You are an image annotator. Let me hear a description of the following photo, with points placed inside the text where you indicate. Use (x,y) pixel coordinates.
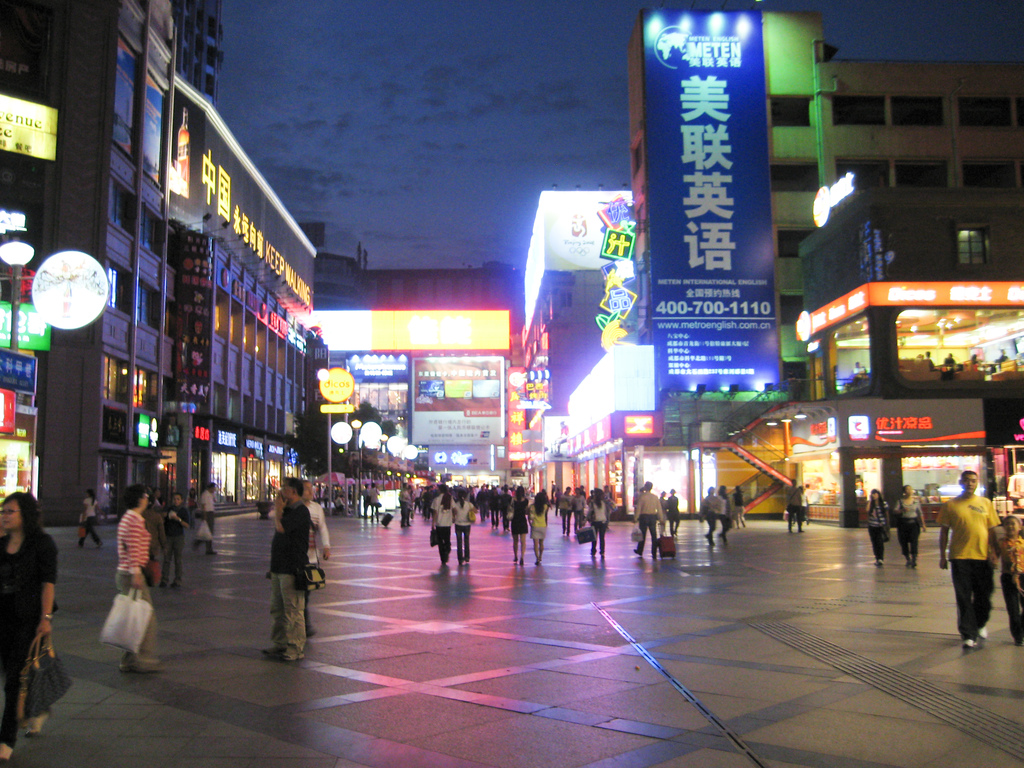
This image consists of buildings (172,447) along with boards (494,323) and light (380,439). At the bottom (490,754), there is a road (356,535). And we can see many people (641,495) in this image. At the top (391,102), there is sky (421,104).
